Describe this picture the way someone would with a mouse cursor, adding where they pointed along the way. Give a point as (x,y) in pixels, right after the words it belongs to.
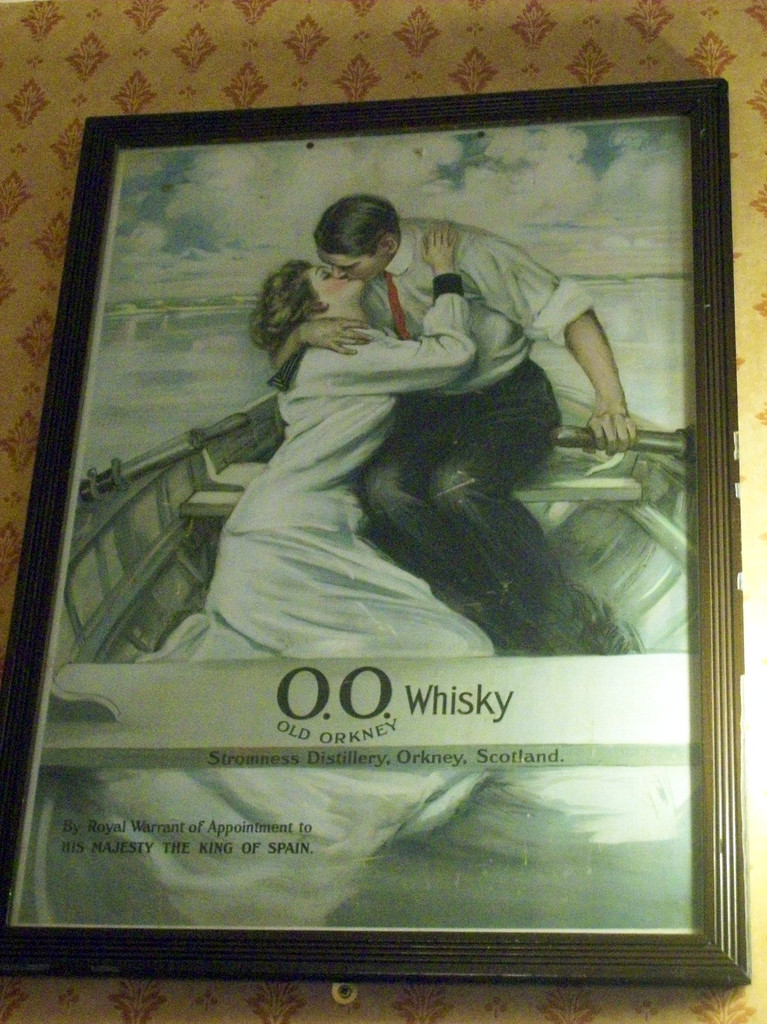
In the picture we can see a photo (362,378) which has two persons (355,409) sitting in a boat (57,701), kissing each other and the photo (329,396) is attached to the wall (481,83).
